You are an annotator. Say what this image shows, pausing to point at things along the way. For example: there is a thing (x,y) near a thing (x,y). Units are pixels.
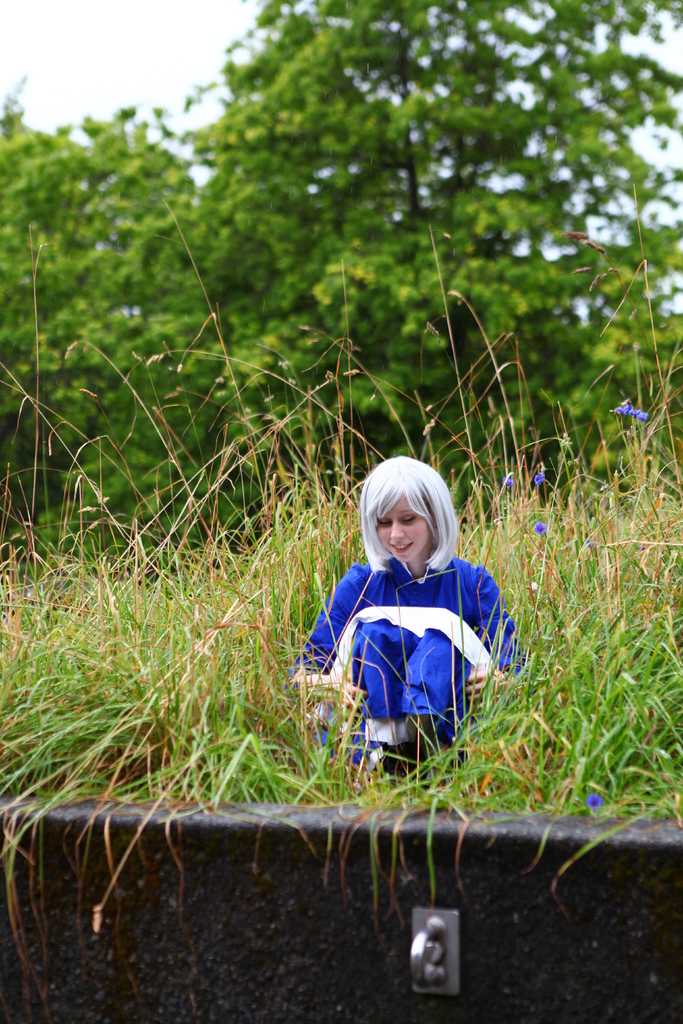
In this image there is a woman (379,507) in a blue color dress (351,608) sitting on the grass (602,698), and in the background (676,514) there are plants (576,483) with blue color flowers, trees (554,388), sky (204,18).
